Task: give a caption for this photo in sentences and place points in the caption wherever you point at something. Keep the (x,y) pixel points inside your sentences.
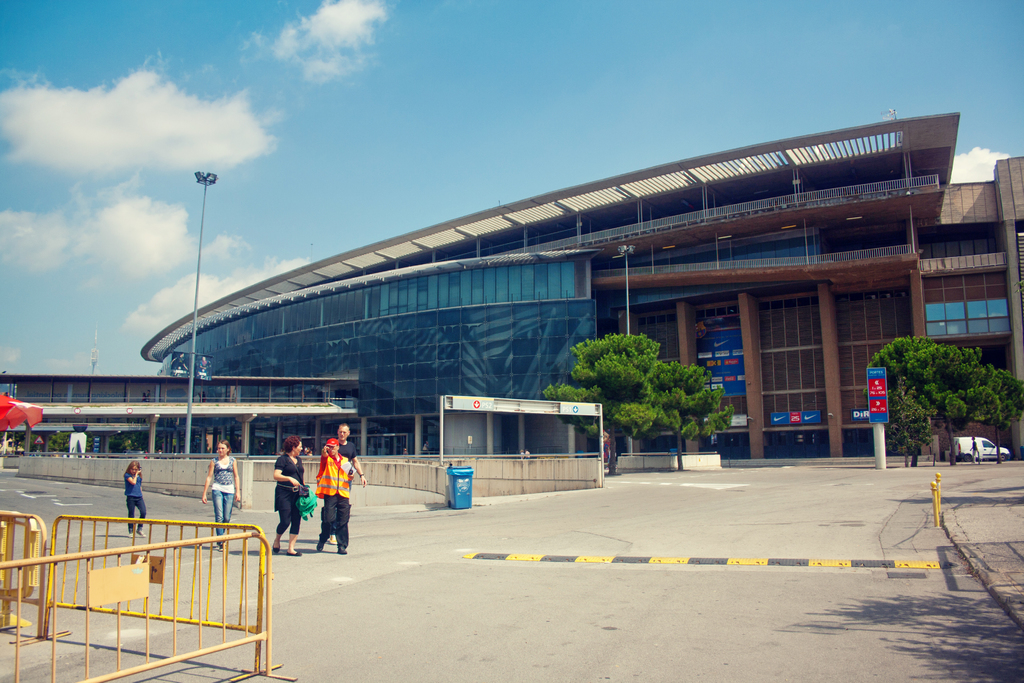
In the foreground of this image (694,538), there is the road (423,586) and a safety railing (226,582), few persons (294,529) on the road (197,511). In the background (453,454), there is a dustbin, trees (901,417), a vehicle (988,439), building (527,336), banners (174,367), pole (198,277), sky (383,110) and the cloud (122,113).
